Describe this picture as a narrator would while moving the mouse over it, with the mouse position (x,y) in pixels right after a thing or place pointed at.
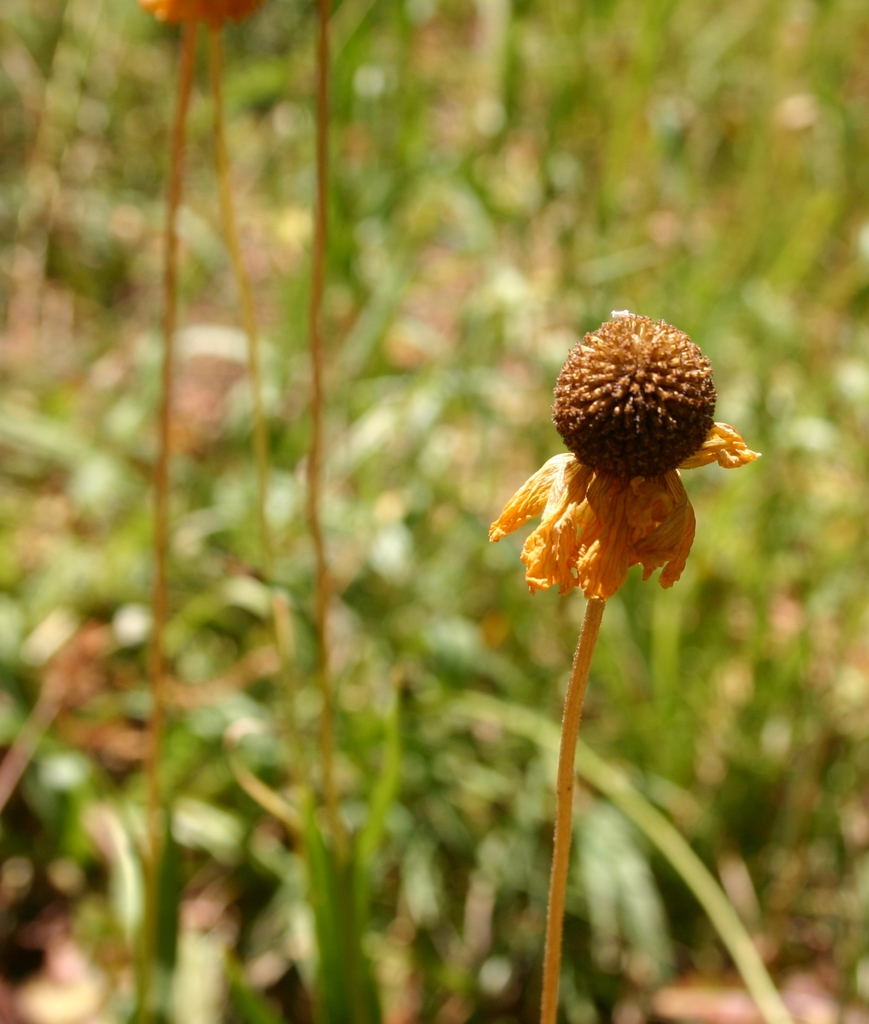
In the image there is a dried flower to a plant (534,518) and the background of the plant (555,954) is blur.
